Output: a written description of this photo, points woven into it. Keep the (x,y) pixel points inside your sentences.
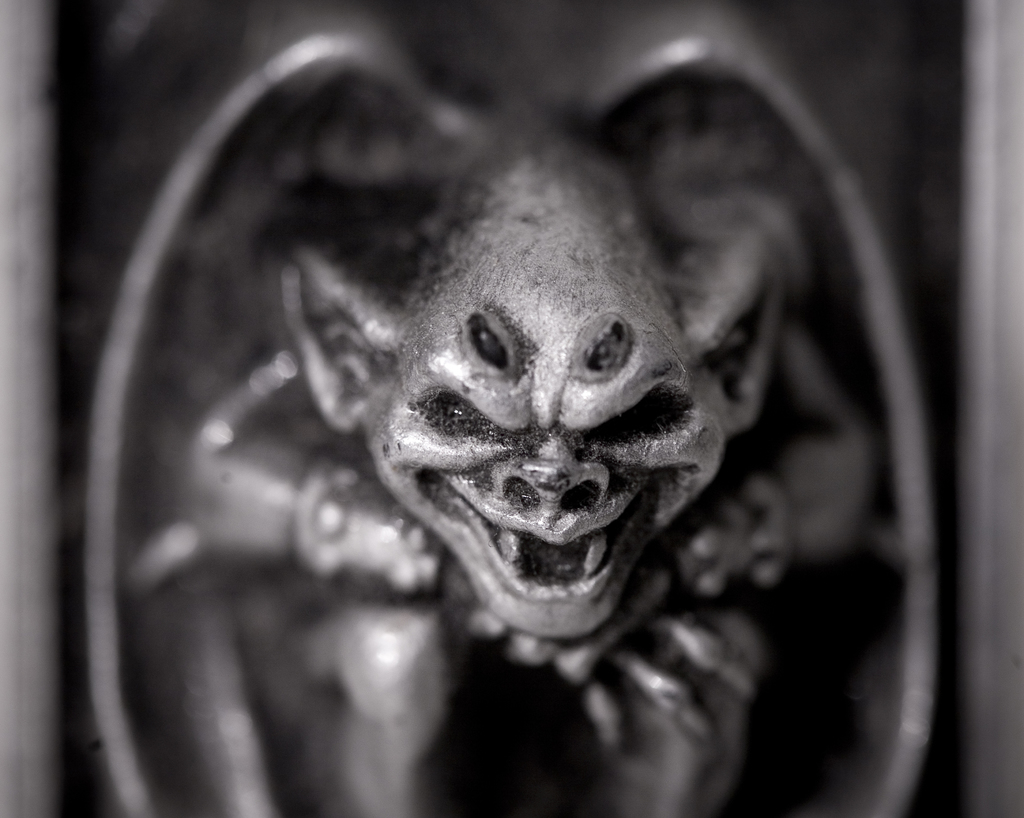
This is a black and white picture. I can see a sculpture (583,406).
